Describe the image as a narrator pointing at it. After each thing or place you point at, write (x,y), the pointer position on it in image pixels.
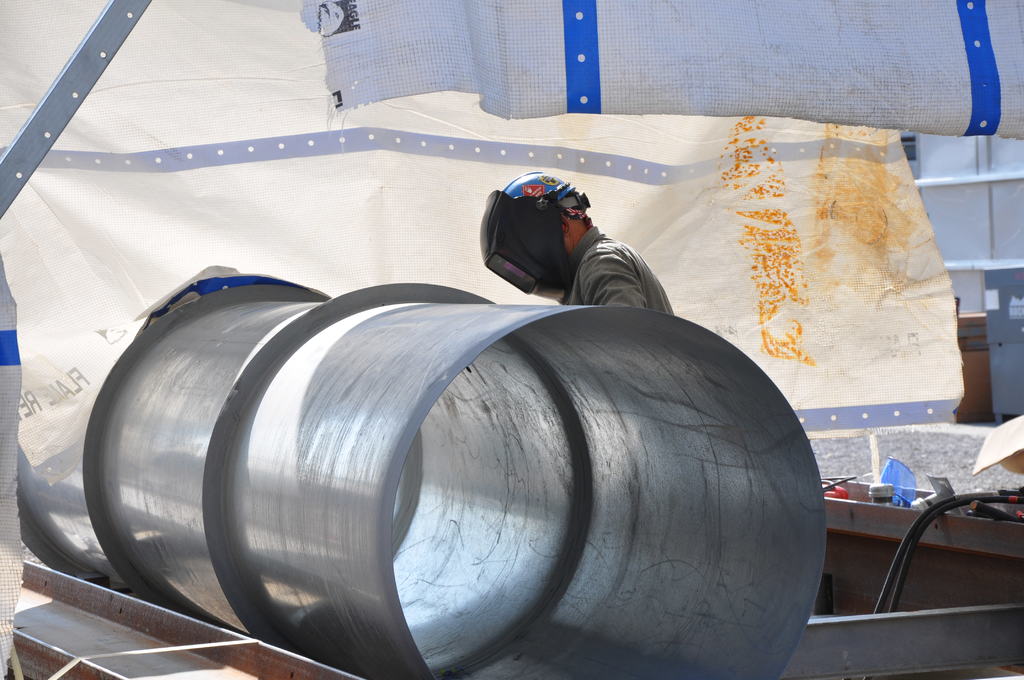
In this image there is a pipe (404,427) and there is one person (518,257) who is wearing a helmet (535,240), and in the background (451,76) there are some banners (578,114), wires (980,499) and objects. At the bottom (124,657) there are some iron pillars (314,667).
